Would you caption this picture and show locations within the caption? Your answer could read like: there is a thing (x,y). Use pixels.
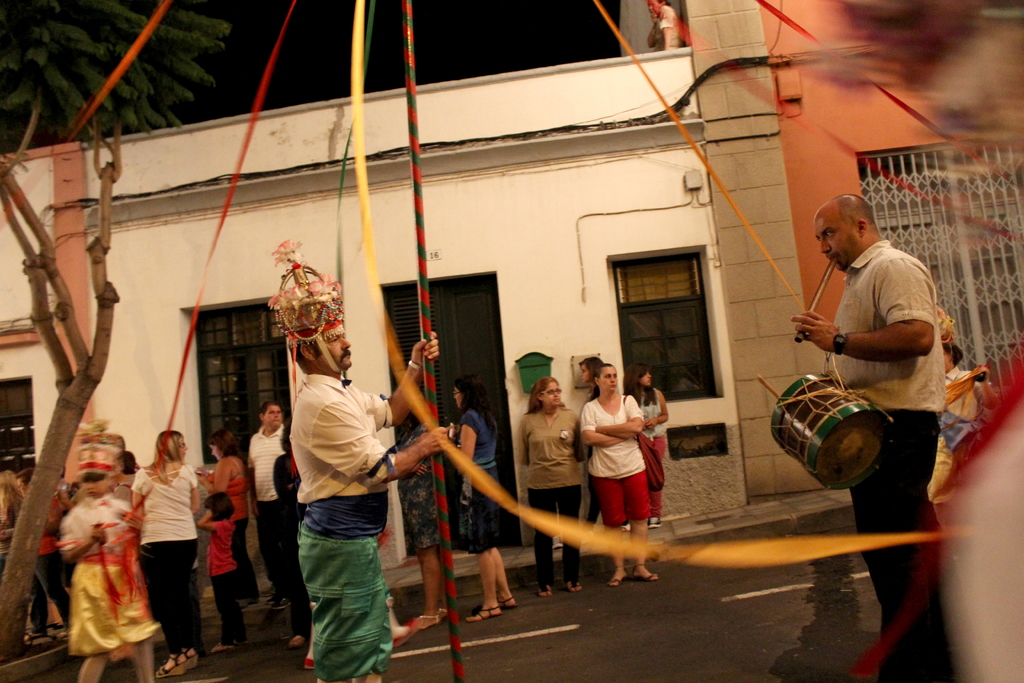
In the picture we can find a two men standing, one man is holding a pole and other is holding a drum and playing it. In the background (603,423) we can find some people (563,447) are standing and watching. And we can also find the houses (161,296), doors (445,368), windows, gate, sky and tree (70,129).
